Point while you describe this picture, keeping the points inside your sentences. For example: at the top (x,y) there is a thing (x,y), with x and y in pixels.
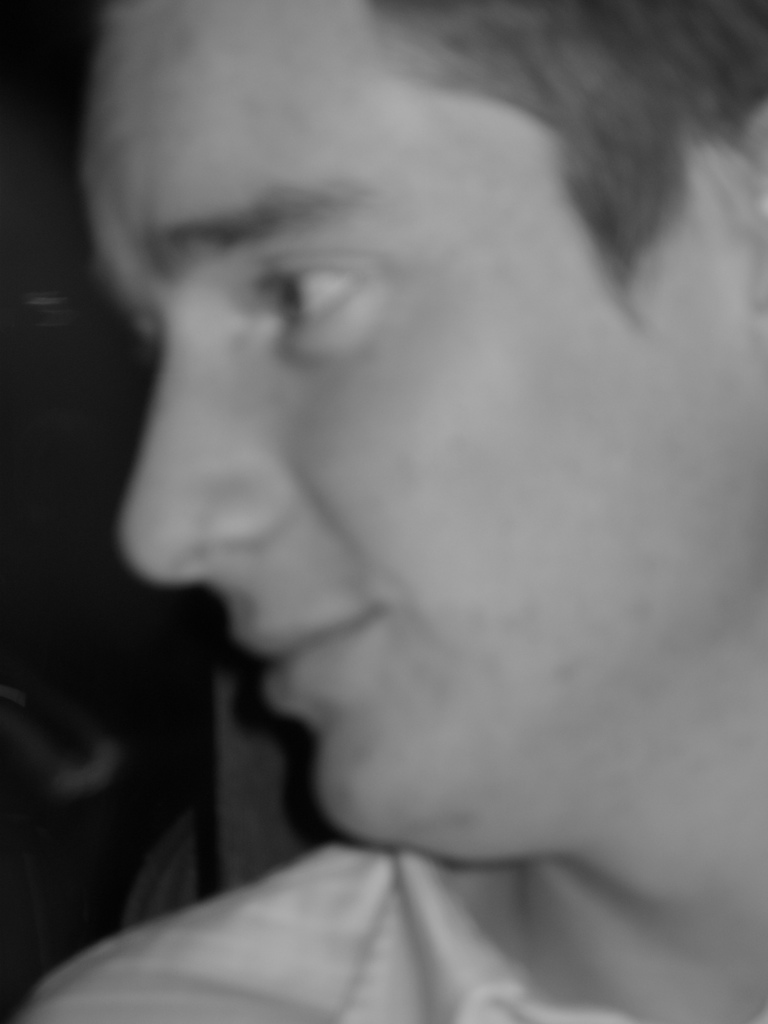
This is a black and white picture. In this picture we can see the face (638,521) of a person (422,546).
